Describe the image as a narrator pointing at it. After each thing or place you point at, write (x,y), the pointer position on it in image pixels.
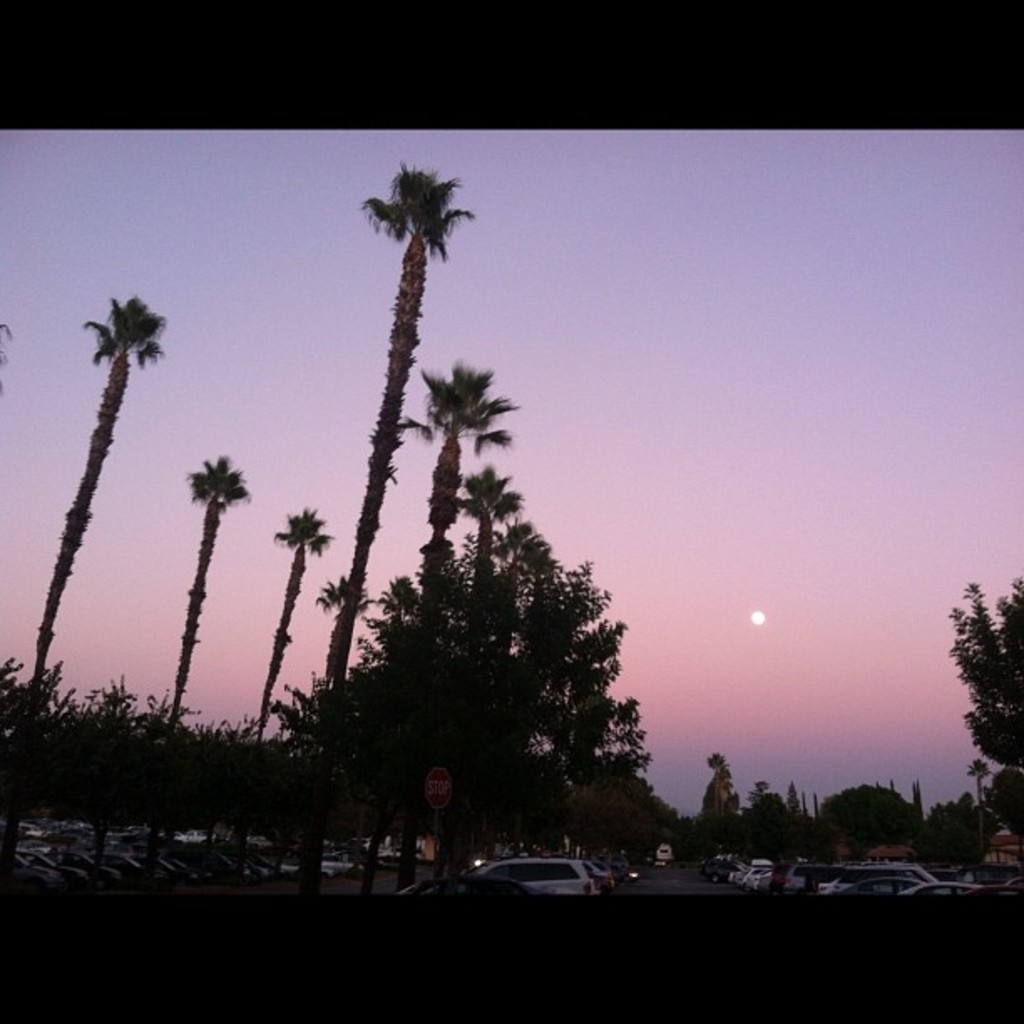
In this image, there is an outside view. In the foreground (522,865), there are some trees (303,751) and vehicles (556,878). In the background (585,379), there is a sky (568,500).
